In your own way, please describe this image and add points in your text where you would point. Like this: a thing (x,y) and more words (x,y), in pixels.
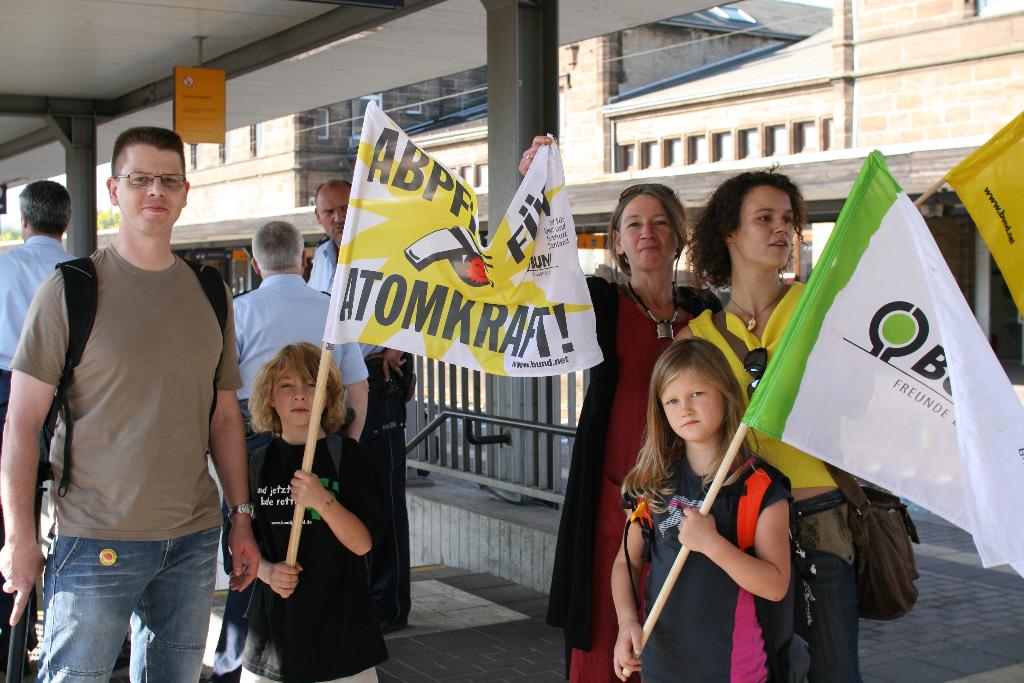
There are few persons (625,370) standing where two kids (363,529) among them are holding flags (825,336) which are attached to a wooden stick (680,558) in their hands (711,527).
